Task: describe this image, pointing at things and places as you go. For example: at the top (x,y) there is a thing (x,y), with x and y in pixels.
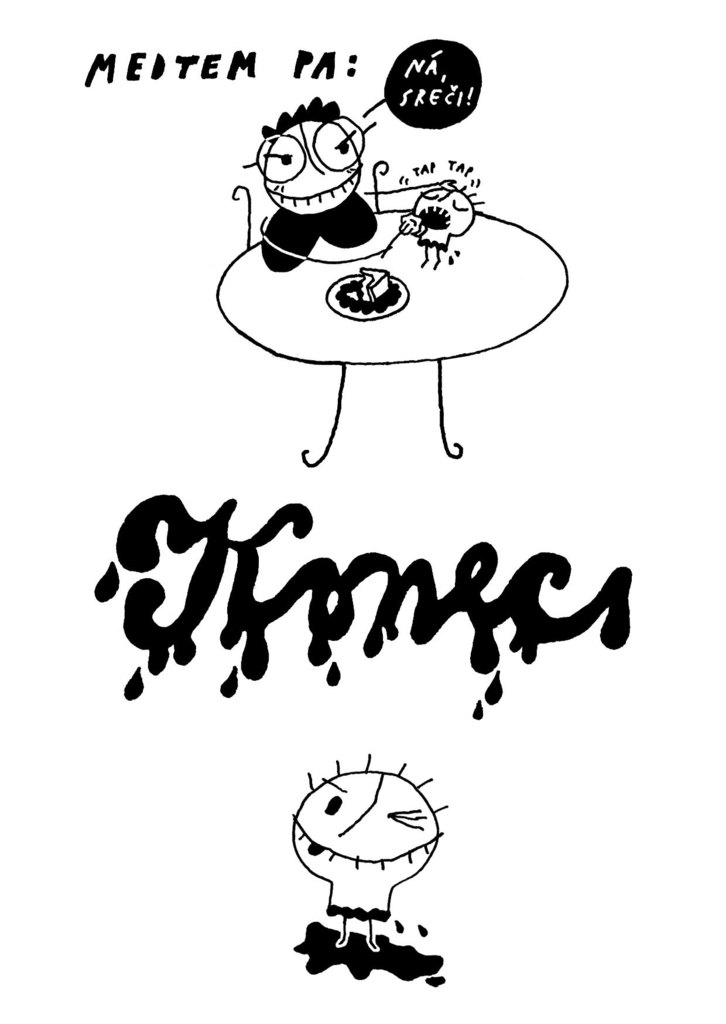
In the image I can see some images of cartoon (369,317) and some edited text (416,618).
